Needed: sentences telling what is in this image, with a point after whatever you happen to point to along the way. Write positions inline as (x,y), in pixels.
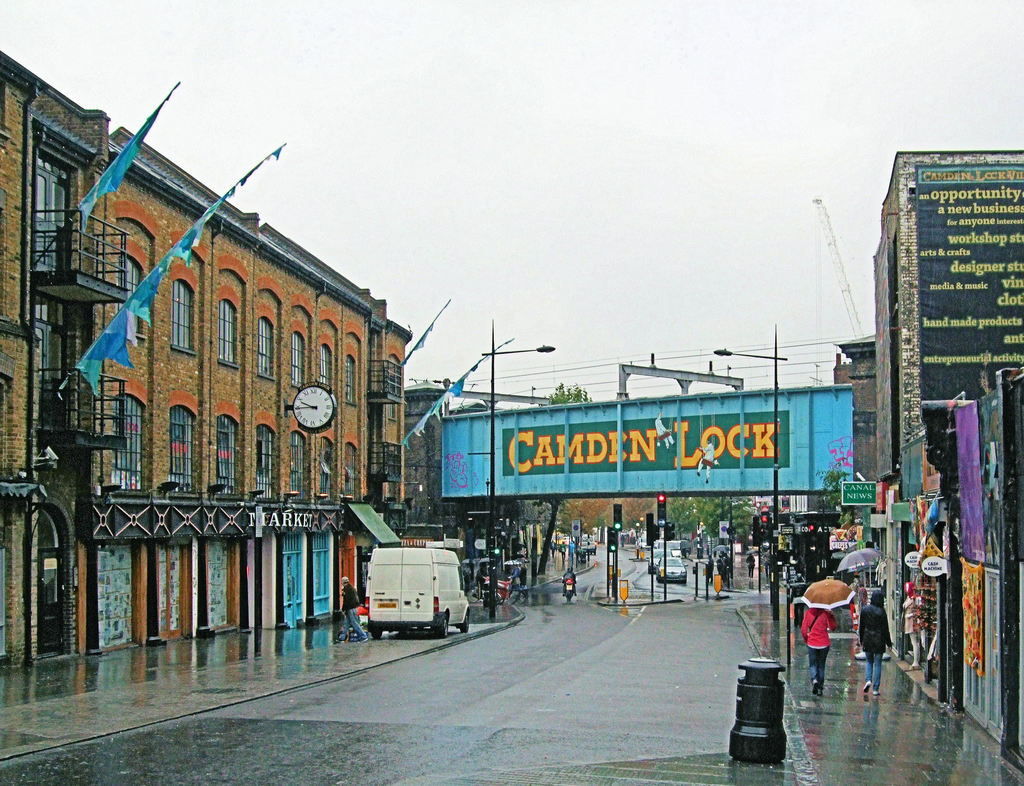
In this image we can see buildings (222,359), flags (126,334), bridge (496,438), motor vehicles (424,624) on the road (638,670), persons (727,578) walking on the road (744,635) and some of them are holding umbrellas (839,588) in their hands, antennas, construction cranes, street poles (776,381), poles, street lights (494,378), trees (573,389), cables (556,370) and sky (485,56).
